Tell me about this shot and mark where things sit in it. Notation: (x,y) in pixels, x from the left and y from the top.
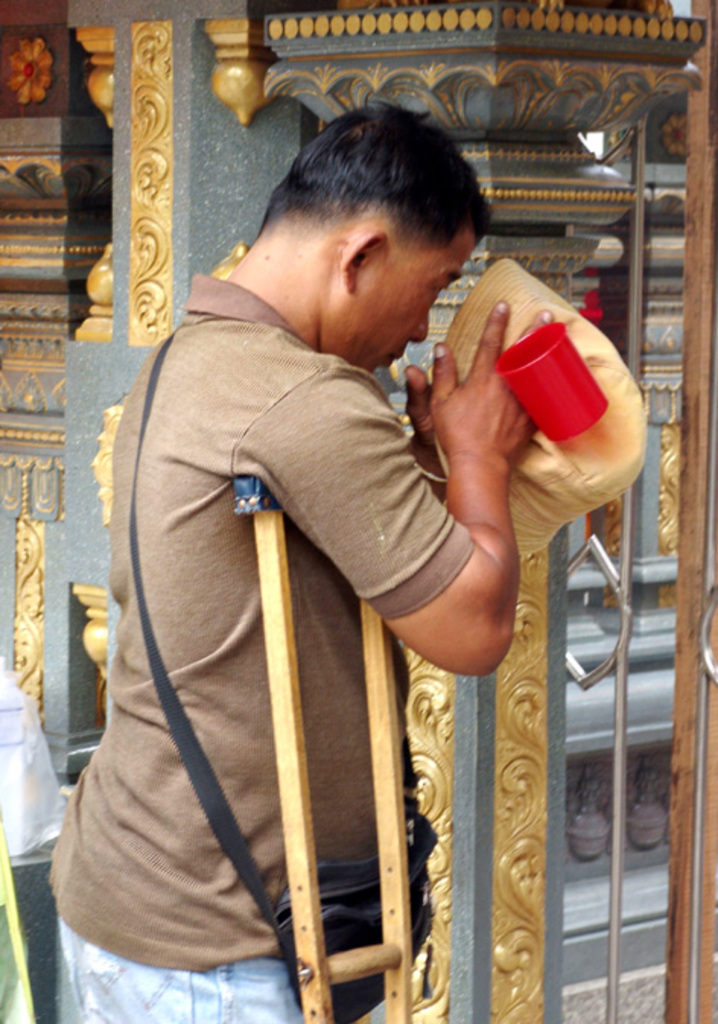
In the image we can see there is a person (405,571) standing and he is holding mug (535,407) in his hand (522,430).
